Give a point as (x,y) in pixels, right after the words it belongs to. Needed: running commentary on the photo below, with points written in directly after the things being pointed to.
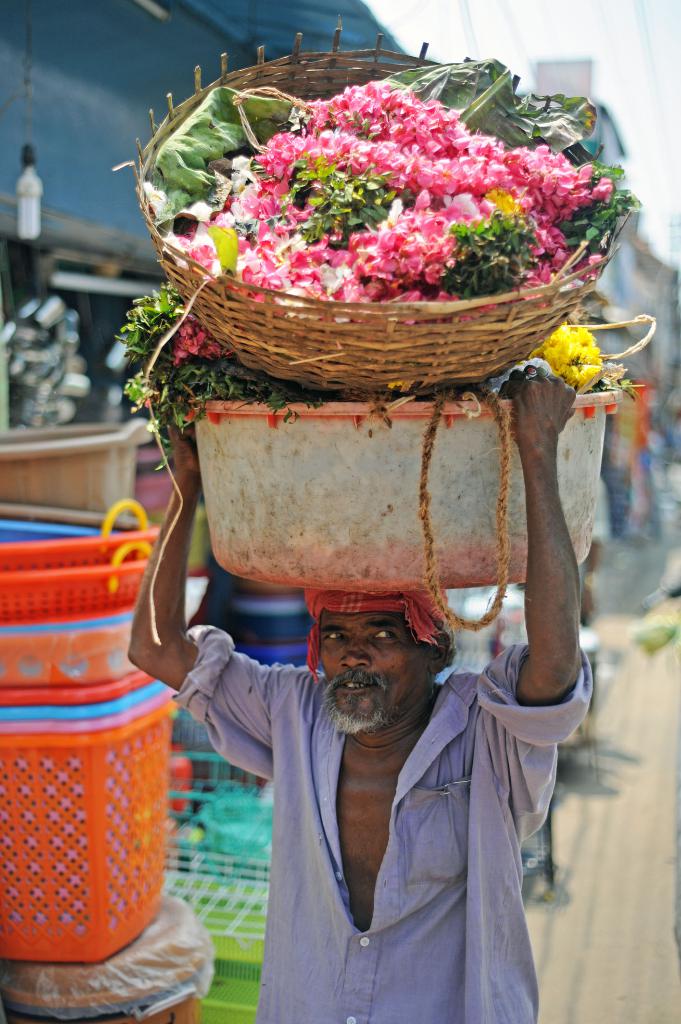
In the picture I can see a man (404,822) is carrying flowers (412,254) in wooden basket (492,339) and some other objects (332,507) on his head (346,611). In the background (257,857) I can see baskets (70,794) and other plastic objects (110,704). The background of the image (152,788) is blurred.
